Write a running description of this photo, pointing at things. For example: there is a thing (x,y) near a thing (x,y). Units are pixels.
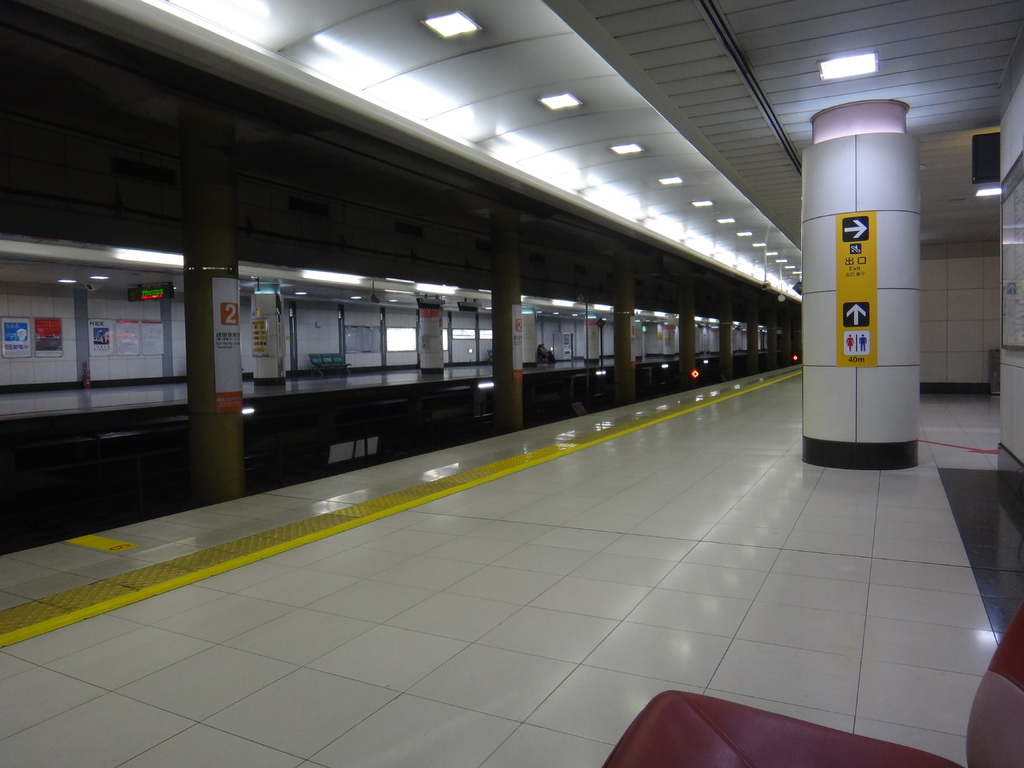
In this image we can see some posters (412,342) on the wall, there are some pillars (877,459), poles (340,335), boards (369,349) and lights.
